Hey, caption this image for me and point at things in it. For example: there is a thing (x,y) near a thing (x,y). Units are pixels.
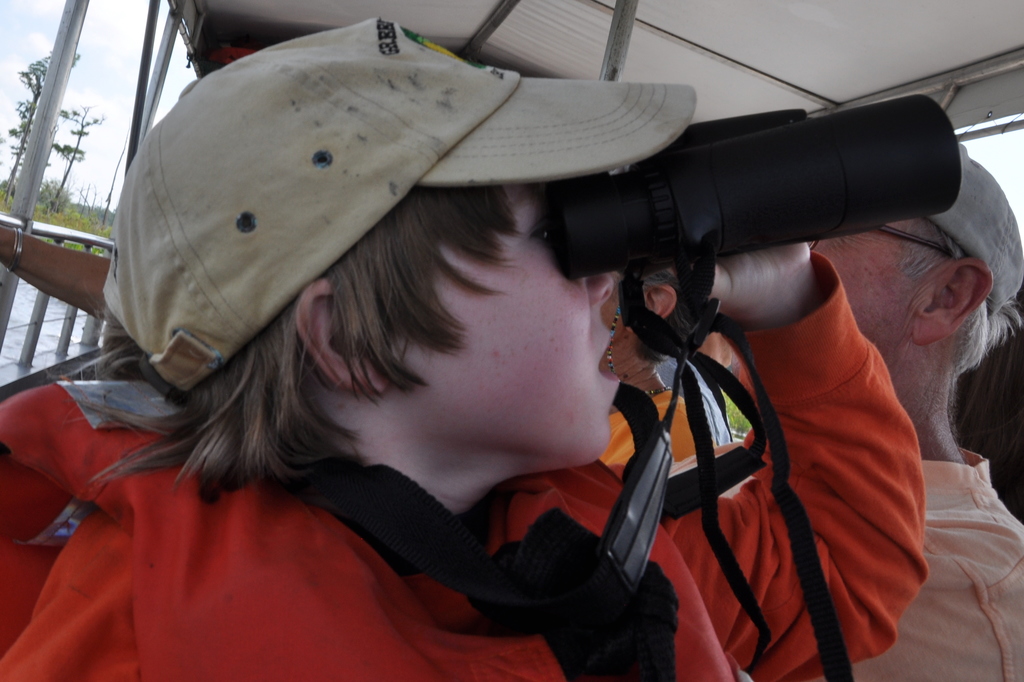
In this image, we can see a child (440,589) holding binocular (608,234) and he is wearing a cap (394,189). In the background (93,124), there are trees (66,114) and we can see some other people (927,305). At the top (692,48), there is roof (560,52).
